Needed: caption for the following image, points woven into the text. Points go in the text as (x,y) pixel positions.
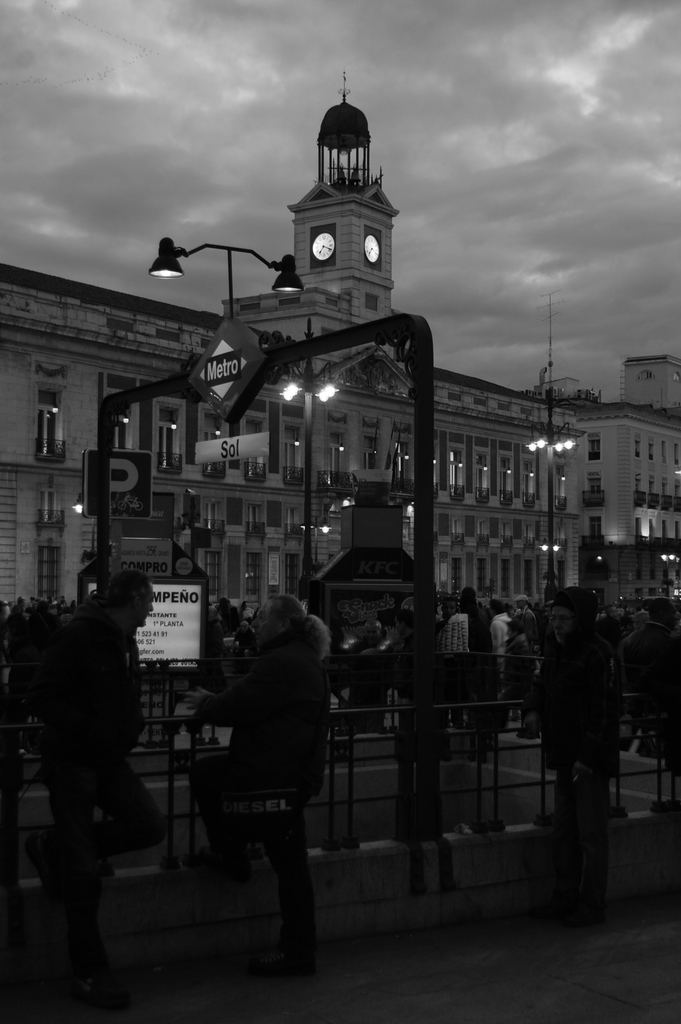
In the picture we can see a few people (587,732) are standing, and behind them, we can see some poles (227,247) with lights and in the background (375,264), we can see a building (259,401) with clock tower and the sky (430,285) with clouds (437,241).
